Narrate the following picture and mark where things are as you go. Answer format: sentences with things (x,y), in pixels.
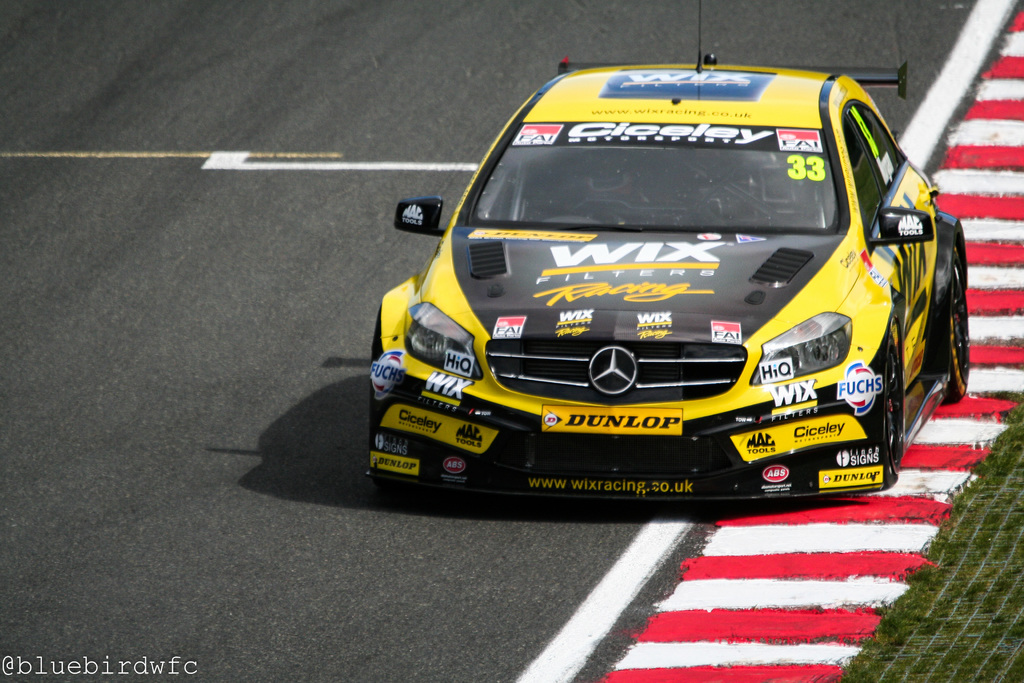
In this image I can see a yellow color racing car (508,301) on the road (194,337). On the car (627,254) there is some text (579,274). In the bottom left-hand corner (44,671) there is some text (124,668).
